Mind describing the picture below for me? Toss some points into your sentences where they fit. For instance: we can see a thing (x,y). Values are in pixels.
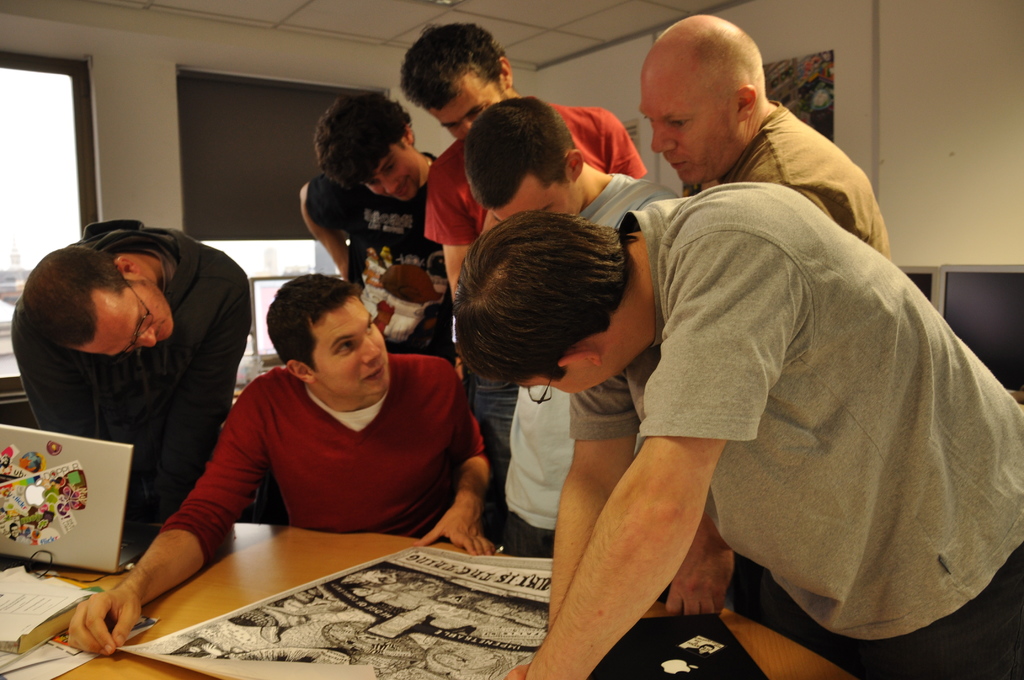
Here we can see few persons (688,573). There is a table (116,668). On the table (162,625) we can see a laptop (106,562), book (33,643), and papers (163,644). There are monitors (1019,358) and windows (24,138). In the background (578,99) we can see wall (933,54).
